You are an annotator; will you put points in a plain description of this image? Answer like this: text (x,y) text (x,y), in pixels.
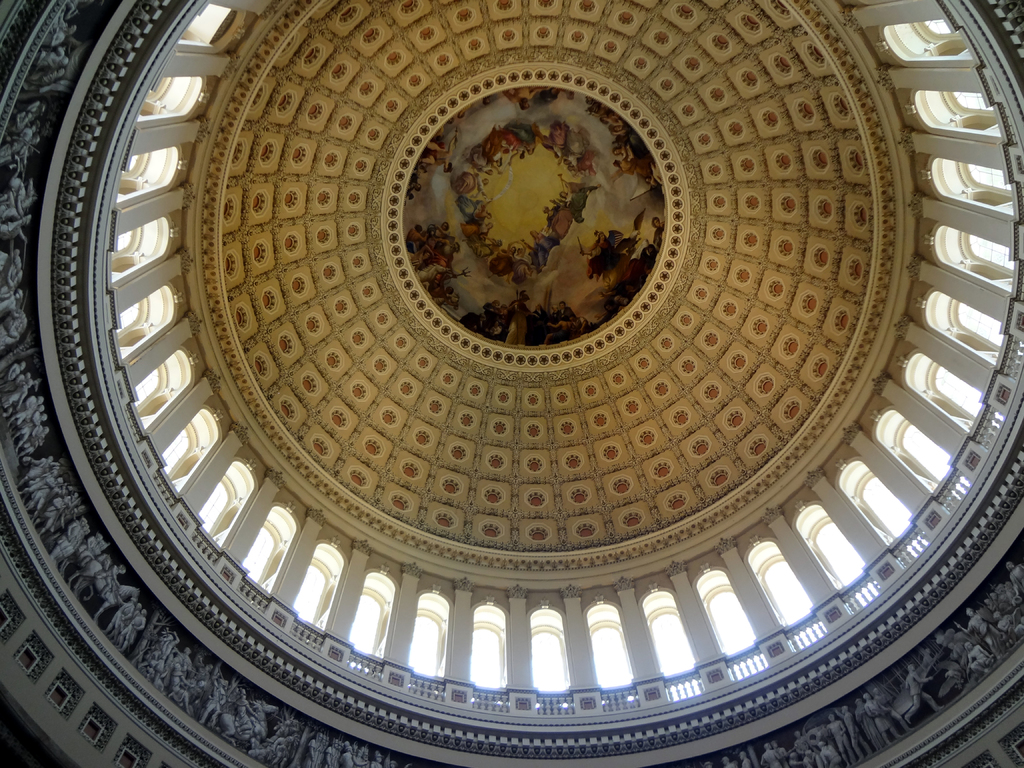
In this image we can see the inner view of a building (453,248) which looks like a dome (575,406) and we can see some sculptures (743,753) on the wall (979,725). We can see the ceiling (582,265) with painting (607,157).
